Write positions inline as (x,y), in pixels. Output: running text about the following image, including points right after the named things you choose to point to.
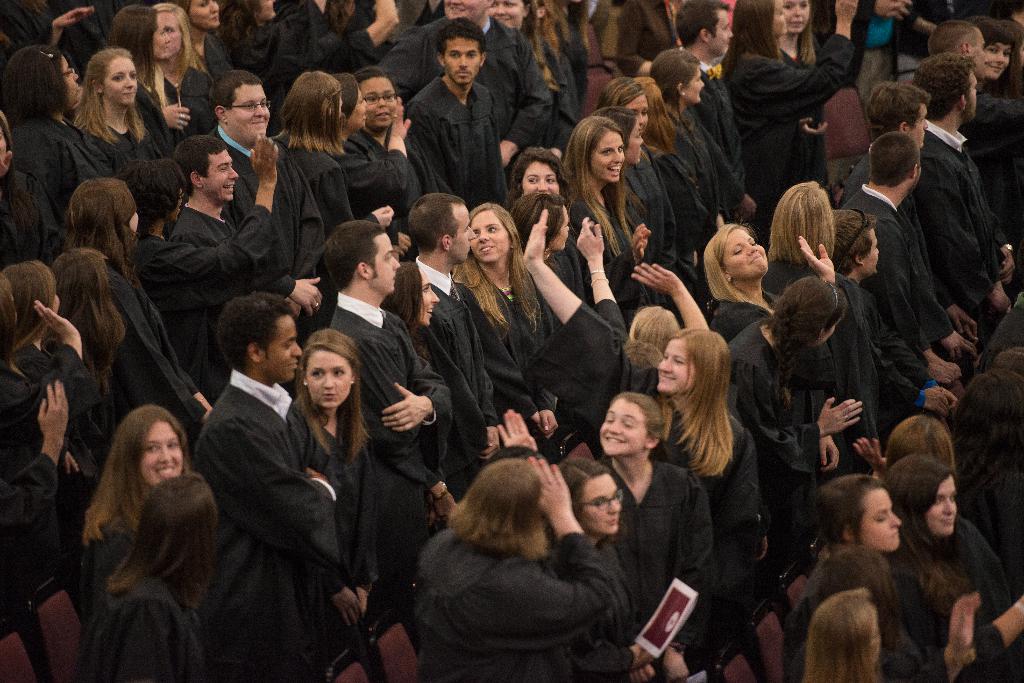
In this image I can see number of persons (638,387) wearing black colored clothes (572,375) are standing.
